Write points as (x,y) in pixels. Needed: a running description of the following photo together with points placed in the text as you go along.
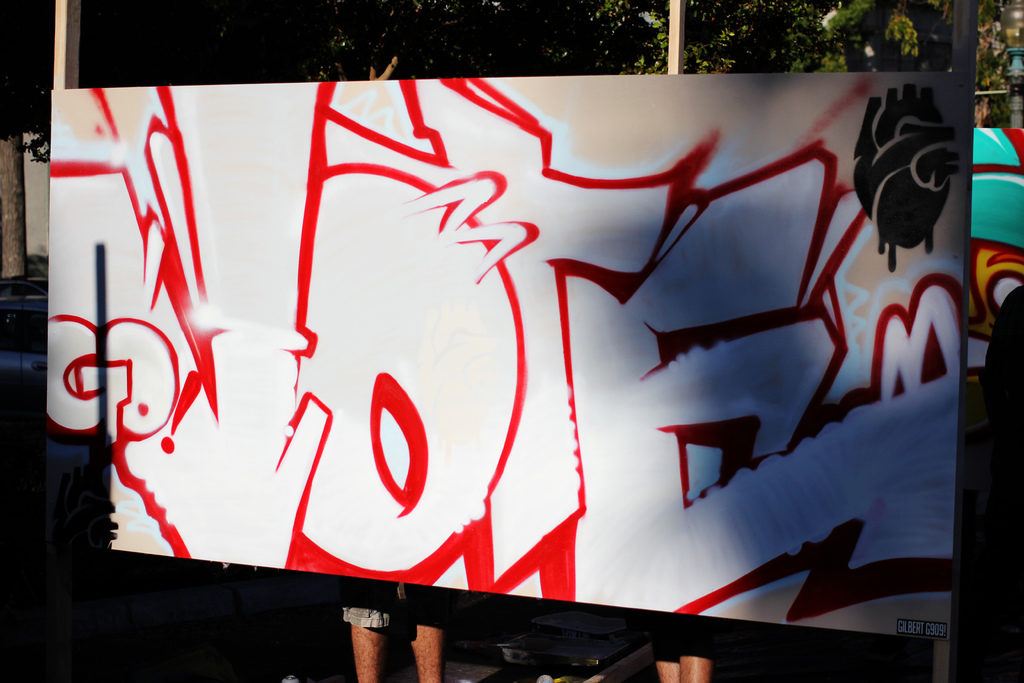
In this image I can see a board (239,496) and on it I can see painting (371,366). I can see colour of this painting (652,227) is black, red and white. In the background (628,32) I can see few trees (630,30) and here I can see legs (687,673) of people (692,659).
